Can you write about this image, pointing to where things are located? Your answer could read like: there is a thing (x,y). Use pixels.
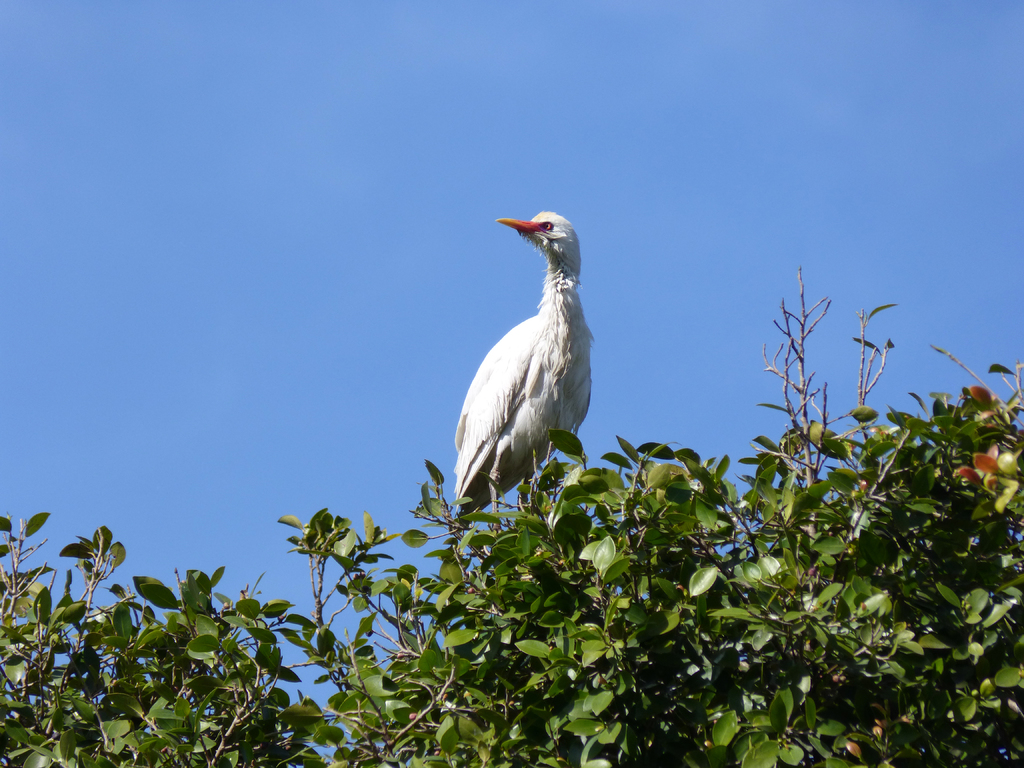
This picture contains a white bird (500,451). This bird (466,428) is on the tree (452,647). It has a short orange colored beak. In the background (339,149), we see the sky (650,284), which is blue in color.
